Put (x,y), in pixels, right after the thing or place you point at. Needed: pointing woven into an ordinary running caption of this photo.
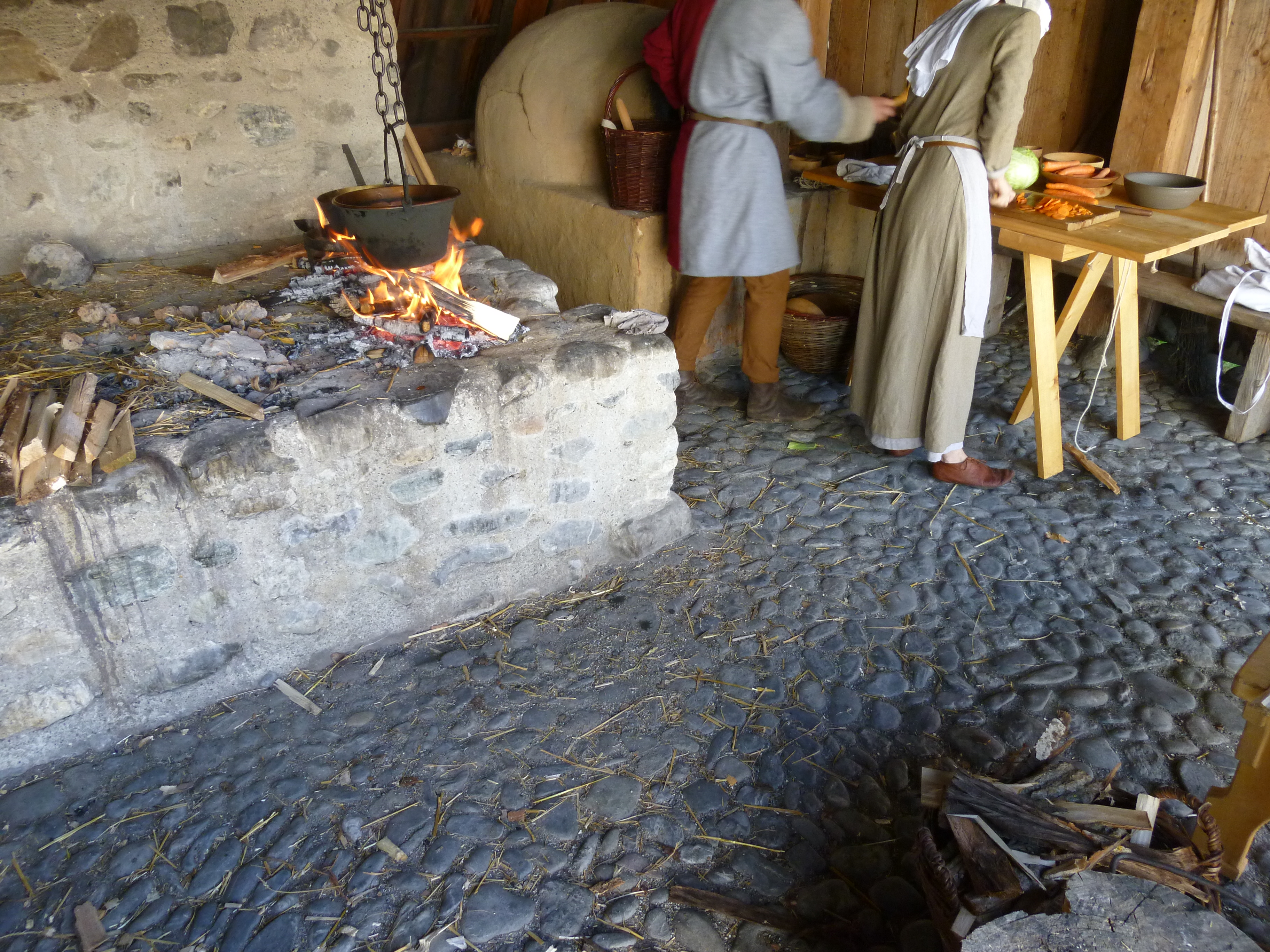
In this image I can see a stone fence (229,487), wood (45,418), vessel (381,237) on a wooden stove (422,284), benches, table (1084,299) on which vessel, vegetables (1069,206) are there and two persons (909,247) are standing on the floor (879,592). In the background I can see a wall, basket (660,209) and so on. This image is taken may be in a hall (645,653).
